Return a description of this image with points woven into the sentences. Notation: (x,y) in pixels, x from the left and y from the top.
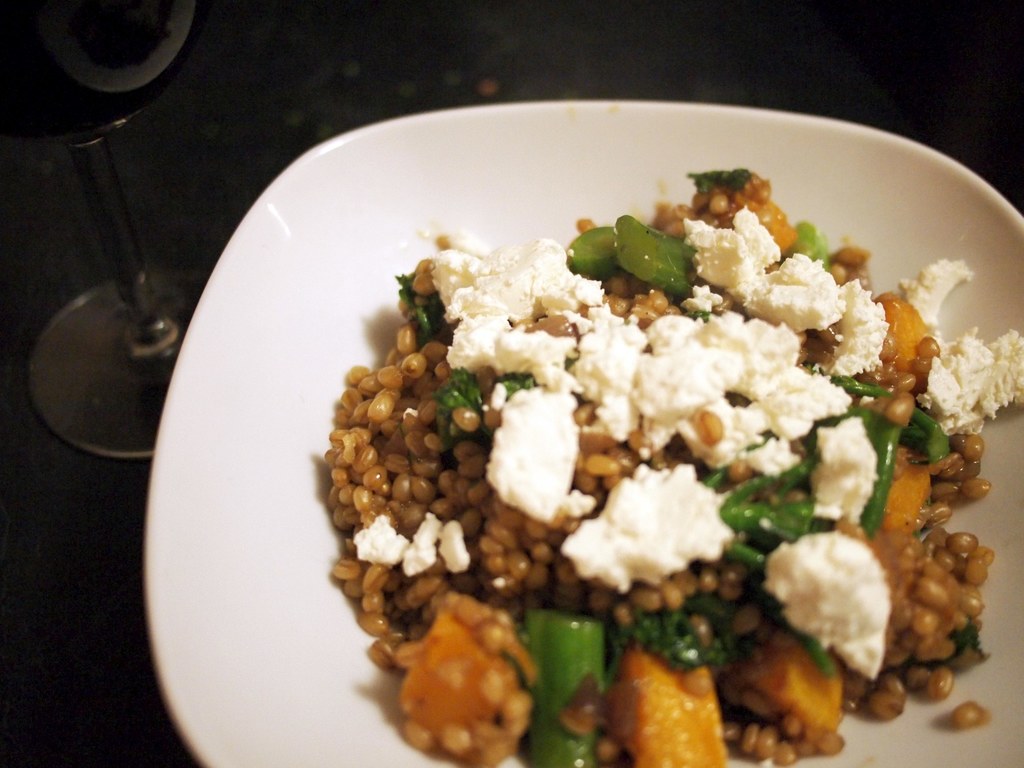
In this image we can see a bowl (226,603) in which food items (569,583) are there.
